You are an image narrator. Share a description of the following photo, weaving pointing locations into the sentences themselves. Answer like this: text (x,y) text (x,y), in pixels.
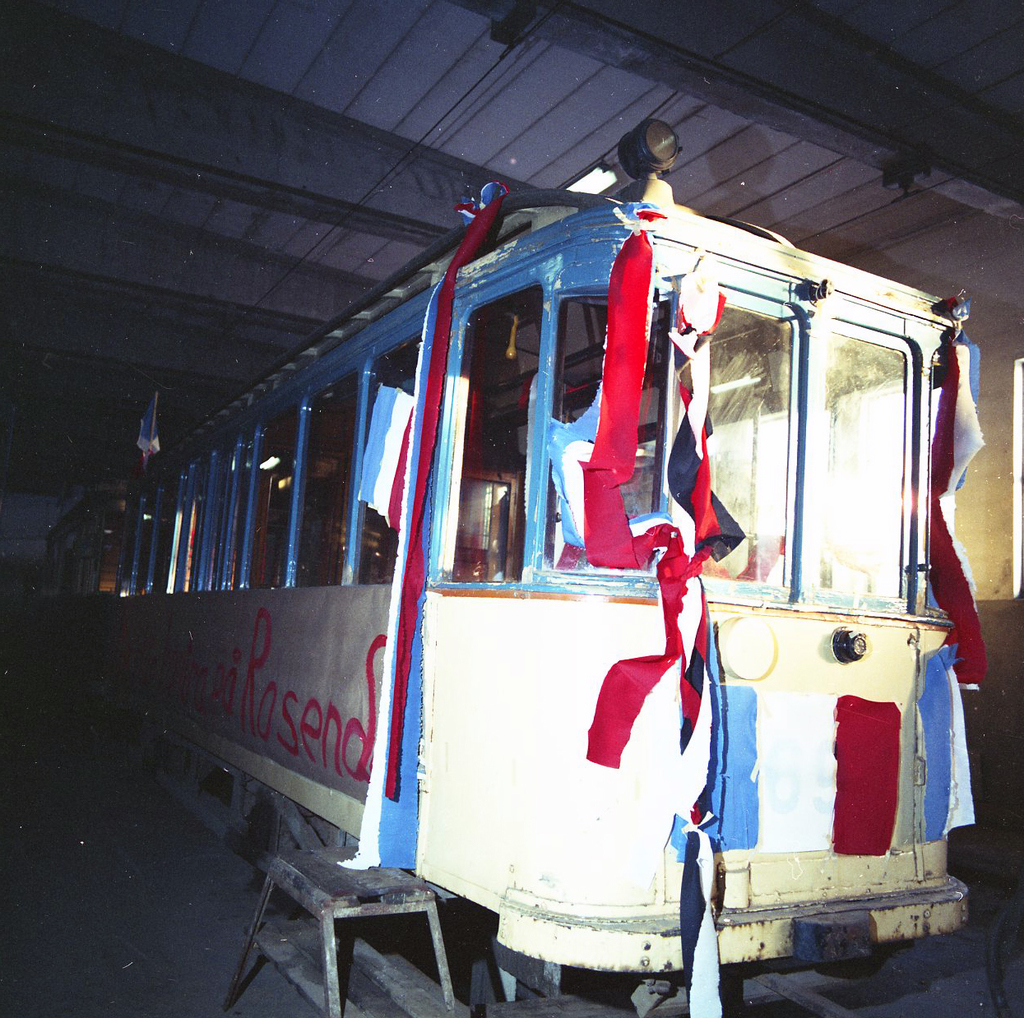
In this image there is the roof (485,84), there is the train (430,606), there are objects (643,675) on the train (526,582), there is a banner (220,656) on the train (354,517), there is text (364,739) on the banner (234,669), there is the wall (977,476), there is a stool (335,943) truncated towards the bottom of the image (330,957).
